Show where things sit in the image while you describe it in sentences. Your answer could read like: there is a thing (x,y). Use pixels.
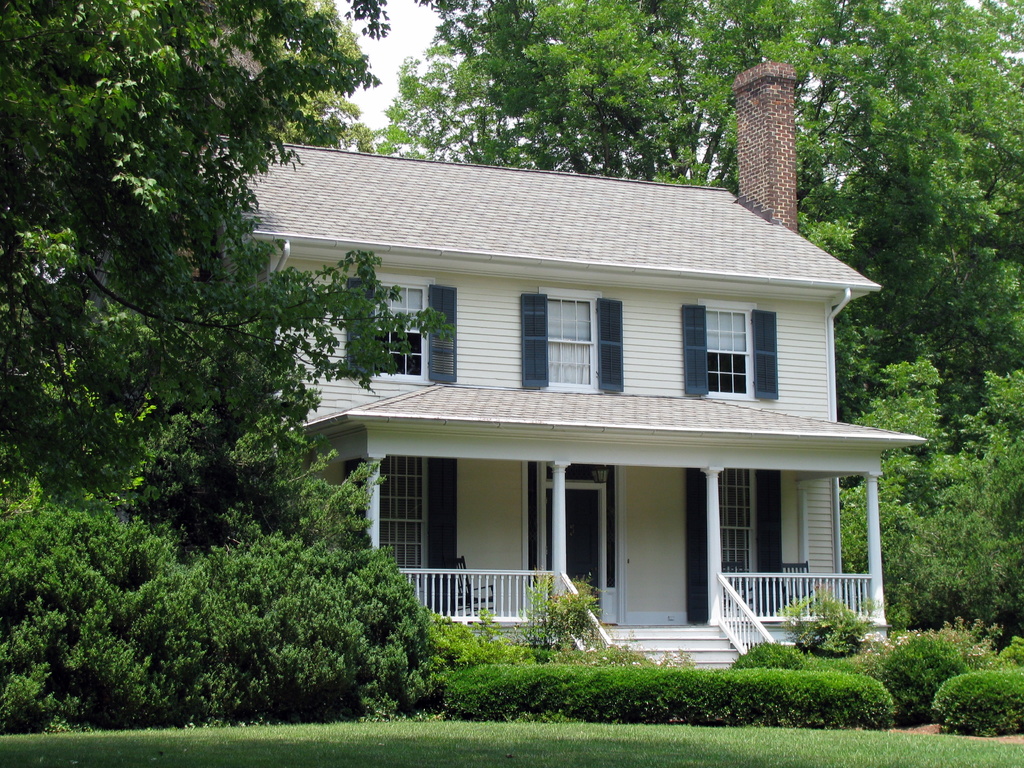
In this image in the front (604,739) there's grass (572,731) on the ground (529,731). In the center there are plants (546,661). In the background (578,547) there is a house (536,408) and there are trees (942,284).
